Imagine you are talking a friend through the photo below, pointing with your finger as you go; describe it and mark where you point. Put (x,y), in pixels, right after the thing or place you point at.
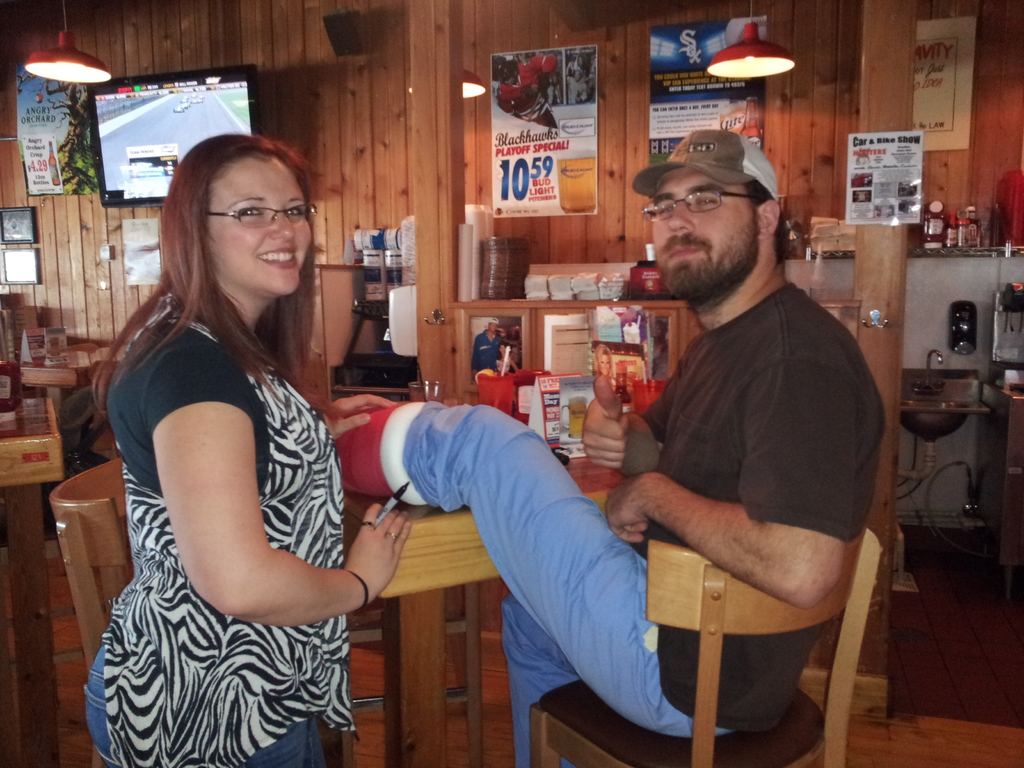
In this picture two persons (127,345) are there. This person (172,669) standing. This person (686,526) sitting on the chair (535,763) and wear cap (711,131). On the background (246,80) we can see television (241,96), wall (332,79), posters (727,125). On the top (756,66) we can see lights (741,72). We can see chairs (86,532) and tables (421,595). This is floor (998,679).
